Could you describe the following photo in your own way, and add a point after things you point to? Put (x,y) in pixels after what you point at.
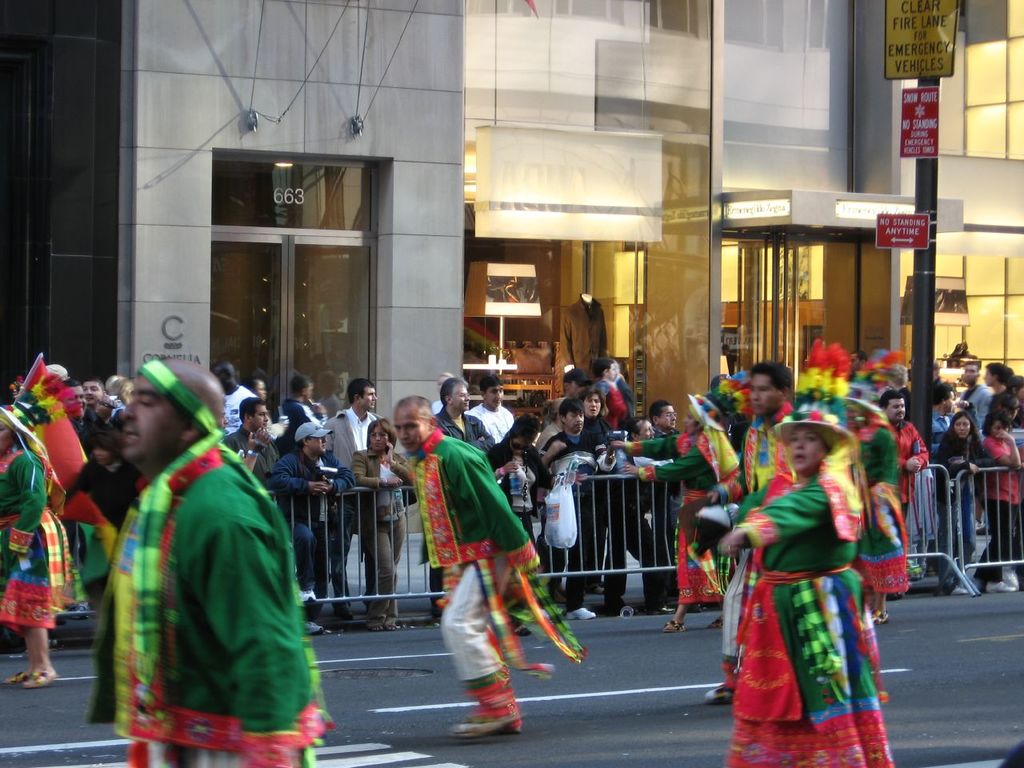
In the foreground of the image (811,648) we can see a group of people (851,603) wearing costumes (200,519). In the center of the image (442,414) we can see a barricade (947,499), a group of people (904,429) standing on the ground (926,680). In the background (584,322), we can see a mannequin (584,335) with a dress (595,354) and a building (602,230) with windows (819,130), doors (298,304) and some lights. On the right side of the image (927,105) we can see sign boards (926,134) with some text (917,222) on a pole (921,361).
